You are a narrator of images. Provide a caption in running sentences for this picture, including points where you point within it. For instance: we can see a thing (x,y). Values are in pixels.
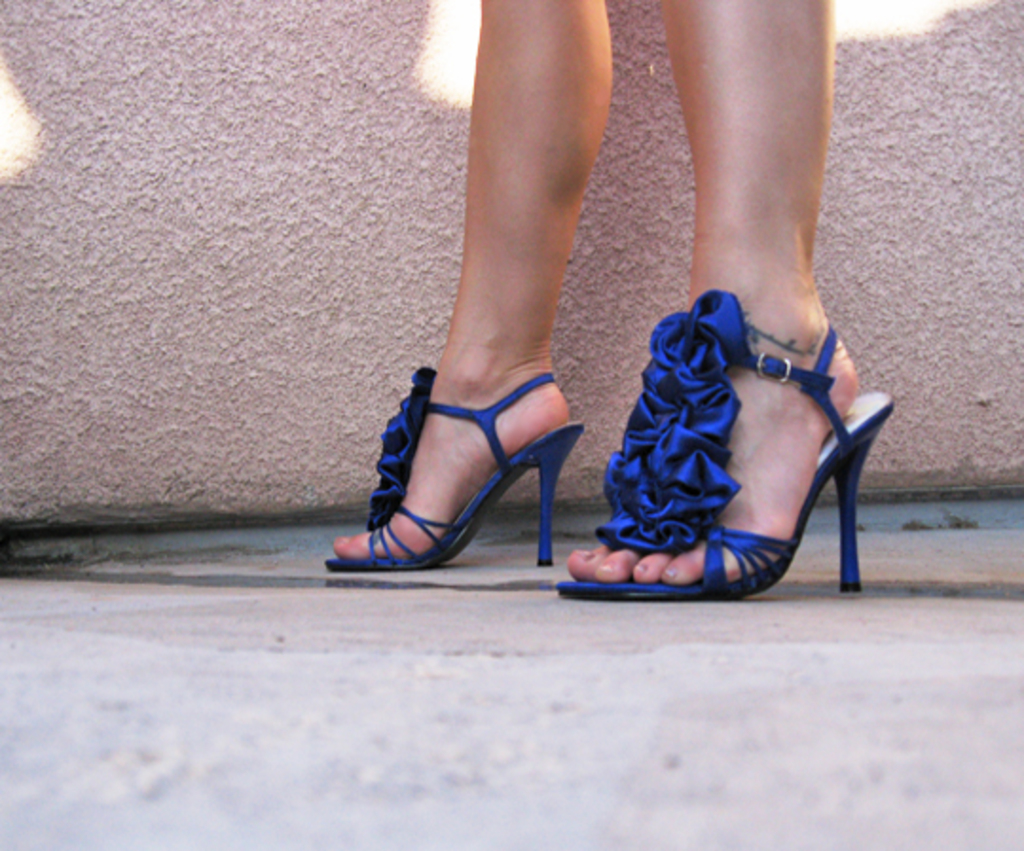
In the center of the image (508,425) we can see a person legs (534,175) and wearing heels (473,419). In the background of the image (239,489) we can see the wall (262,142). At the bottom of the image (252,661) we can see the floor (252,678).
